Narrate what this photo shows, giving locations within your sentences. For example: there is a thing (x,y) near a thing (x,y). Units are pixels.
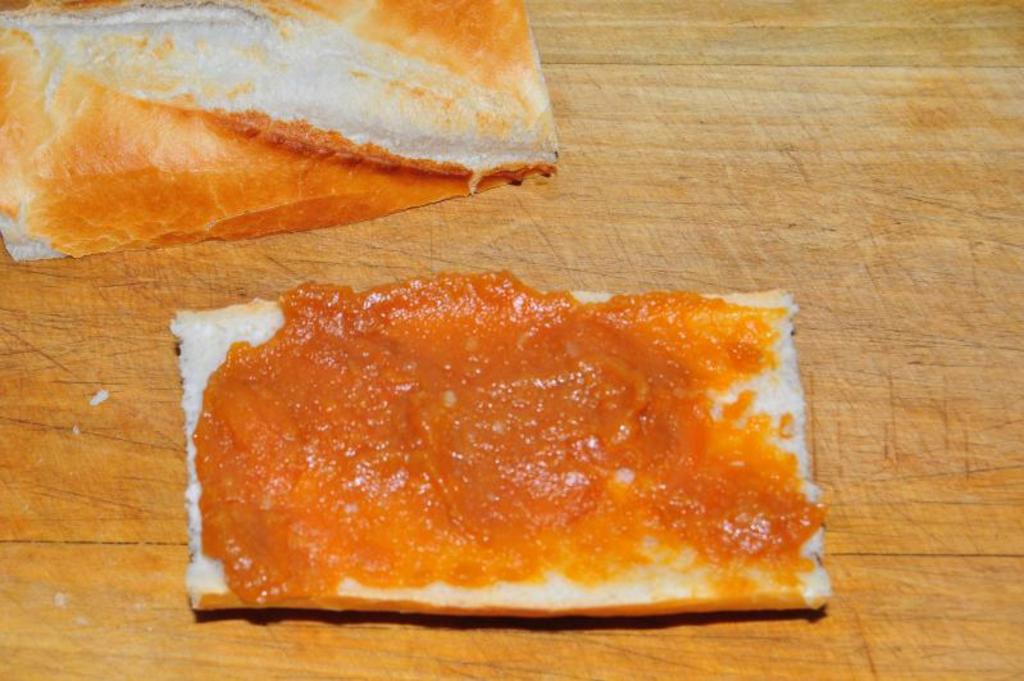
It is a zoom in picture of food item (470,273) present on the wooden surface (868,385).
